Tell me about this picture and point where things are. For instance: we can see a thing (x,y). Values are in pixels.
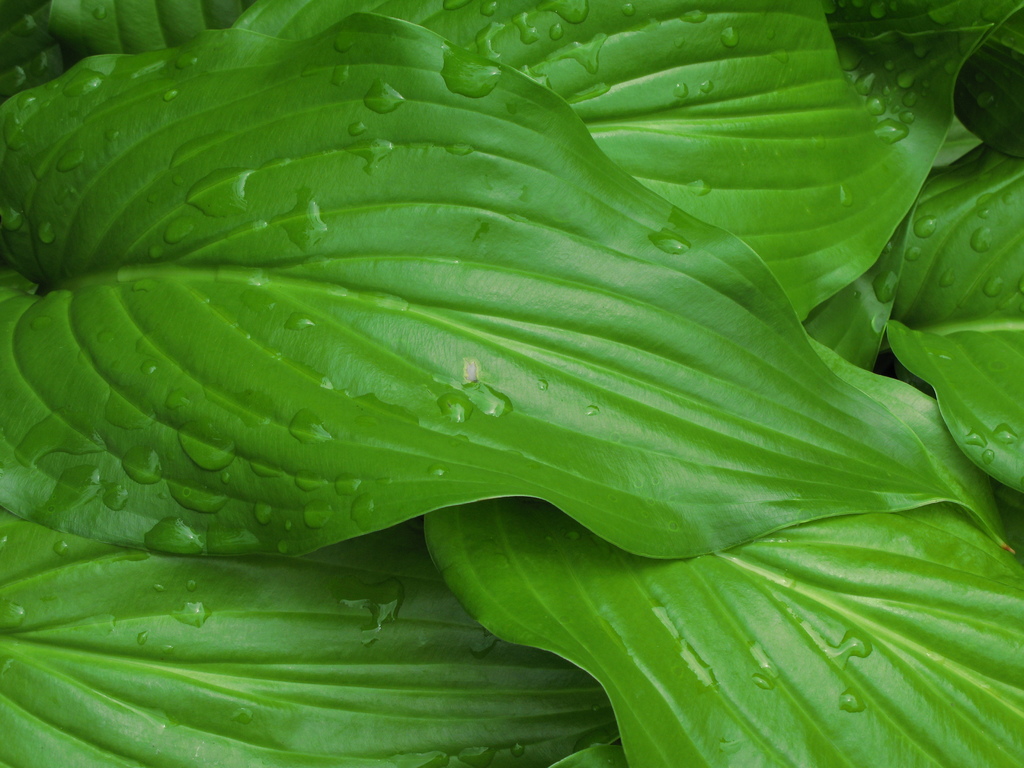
In the image we can see the leaves (365,211) and water droplets (318,218) on the leaves (353,291).
